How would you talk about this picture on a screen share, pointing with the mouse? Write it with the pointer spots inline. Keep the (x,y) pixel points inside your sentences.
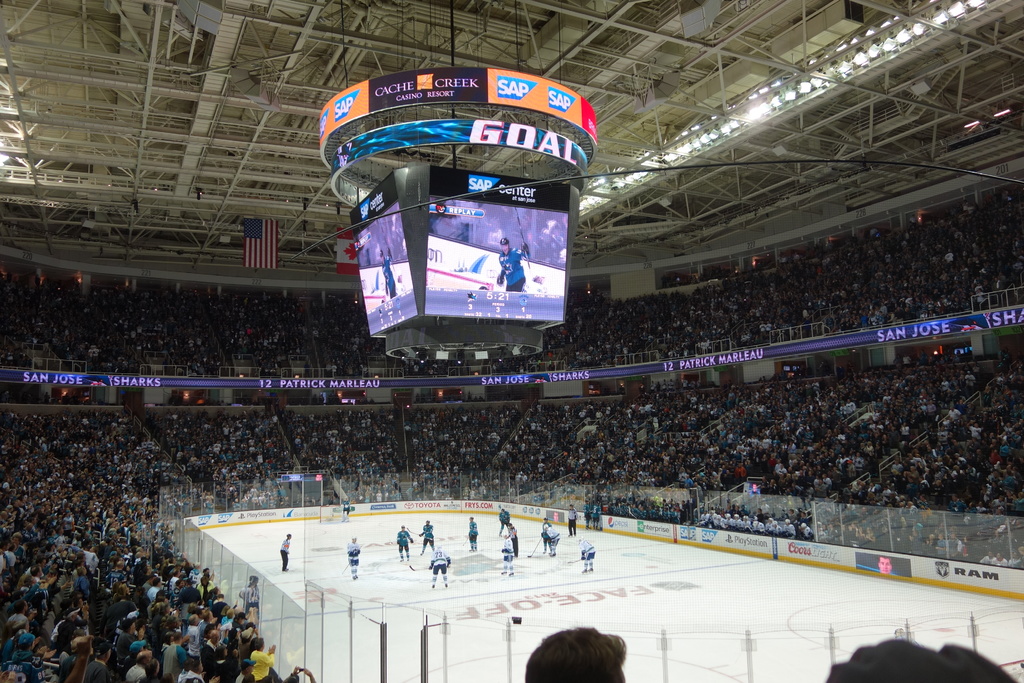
In this image, I can see a group of people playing the ice hockey game. I think this picture was taken in the stadium (403,450). It looks like a scoreboard (403,231) and a hoarding (388,132), which are hanging to the ceiling (492,43). There are groups of people (238,446) in the stadium (962,478). These look like the glass doors (332,644). In the background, I can see the flags (343,237) hanging to the ceiling (312,233).
